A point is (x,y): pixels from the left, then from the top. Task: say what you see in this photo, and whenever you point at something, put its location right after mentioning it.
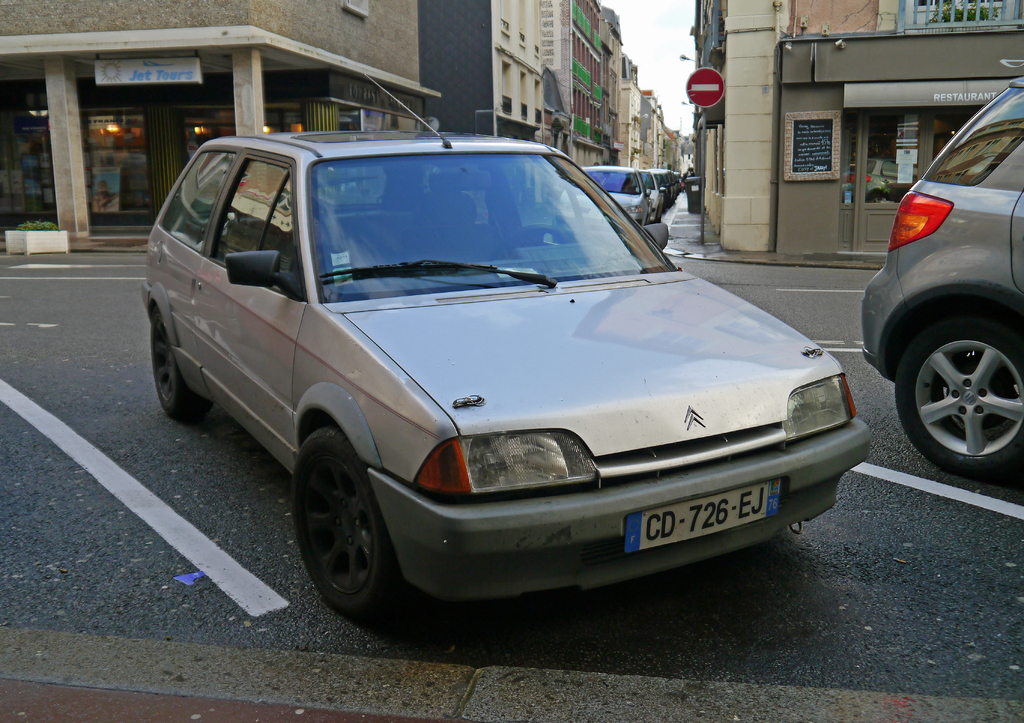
In this image I can see few vehicles (442,167) on the road (979,522), in front (780,364) the vehicle (638,302) is in gray color. Background (862,215) I can see a sign board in red color, few buildings (430,50) in gray, cream and brown color, and the sky (651,33) is in white color.
